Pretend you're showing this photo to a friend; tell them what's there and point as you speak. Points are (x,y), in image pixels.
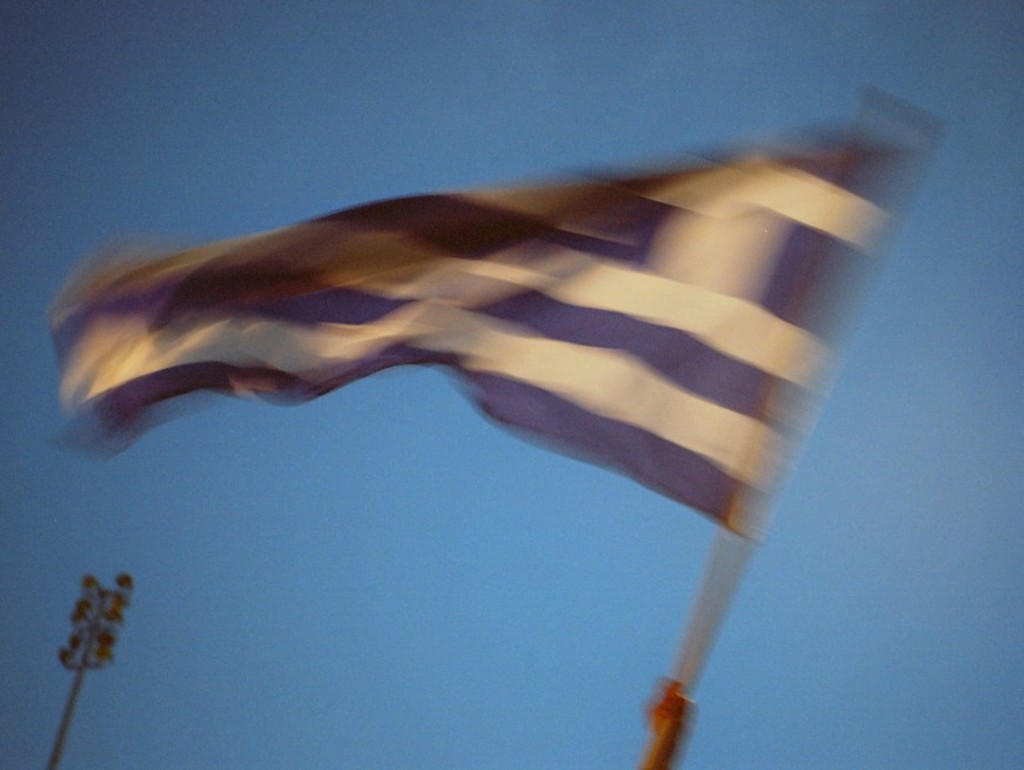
In this image, I can see a pole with a flag (249,328). I think it looks like a flood light (73,654). The background (148,98) looks blue in color.
